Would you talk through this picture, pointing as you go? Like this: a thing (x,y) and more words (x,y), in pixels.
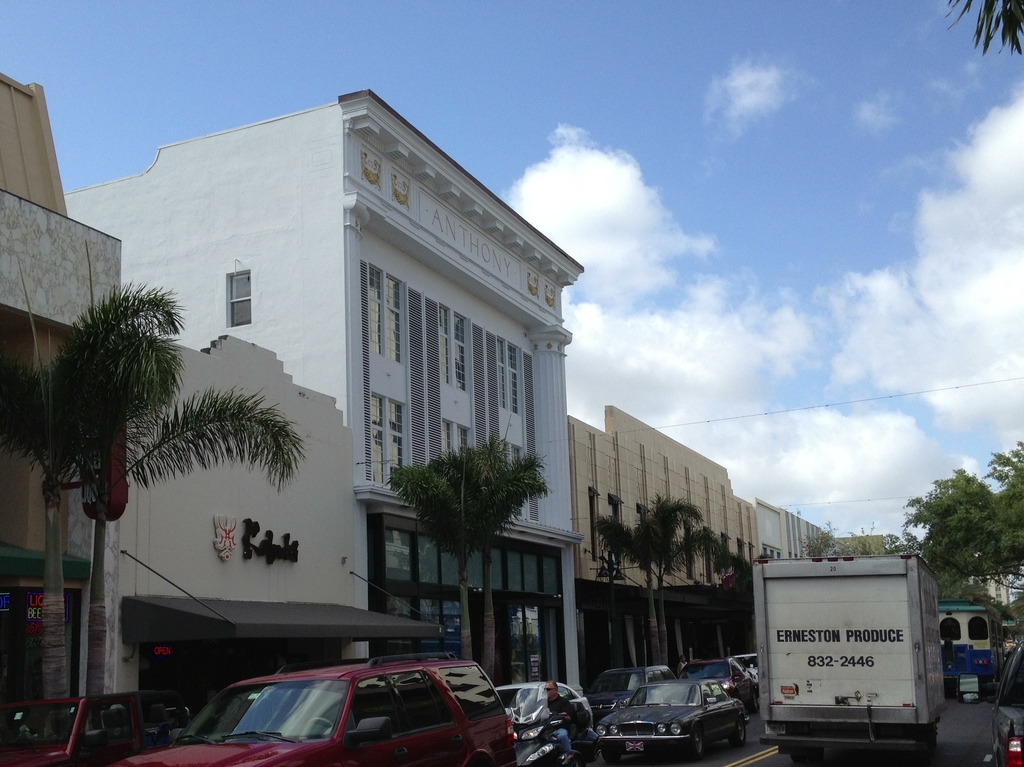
In this image, there are a few buildings (720,501), trees (101,396), vehicles (639,704). We can see the ground (983,738) and a person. We can see some wires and the sky (989,249) with clouds (787,451).
